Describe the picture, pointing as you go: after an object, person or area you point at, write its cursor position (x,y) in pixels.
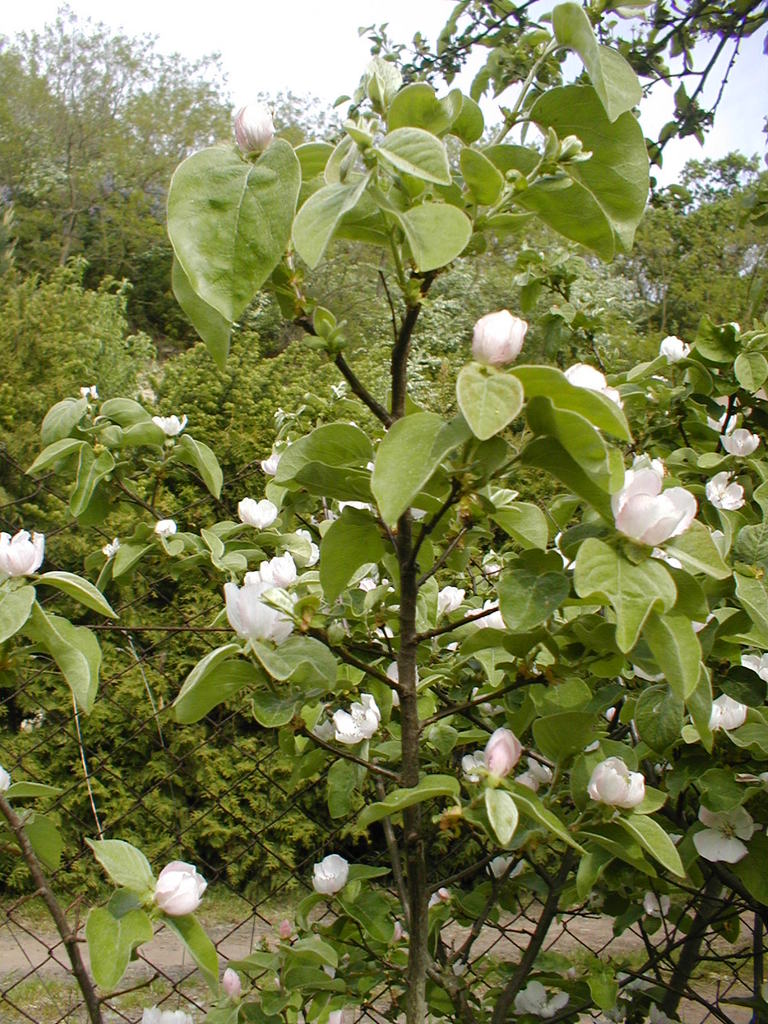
In this image we can see a plant (493,688) with some flowers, a metal fence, a group of trees (453,310) and the sky (229,33) which looks cloudy.
